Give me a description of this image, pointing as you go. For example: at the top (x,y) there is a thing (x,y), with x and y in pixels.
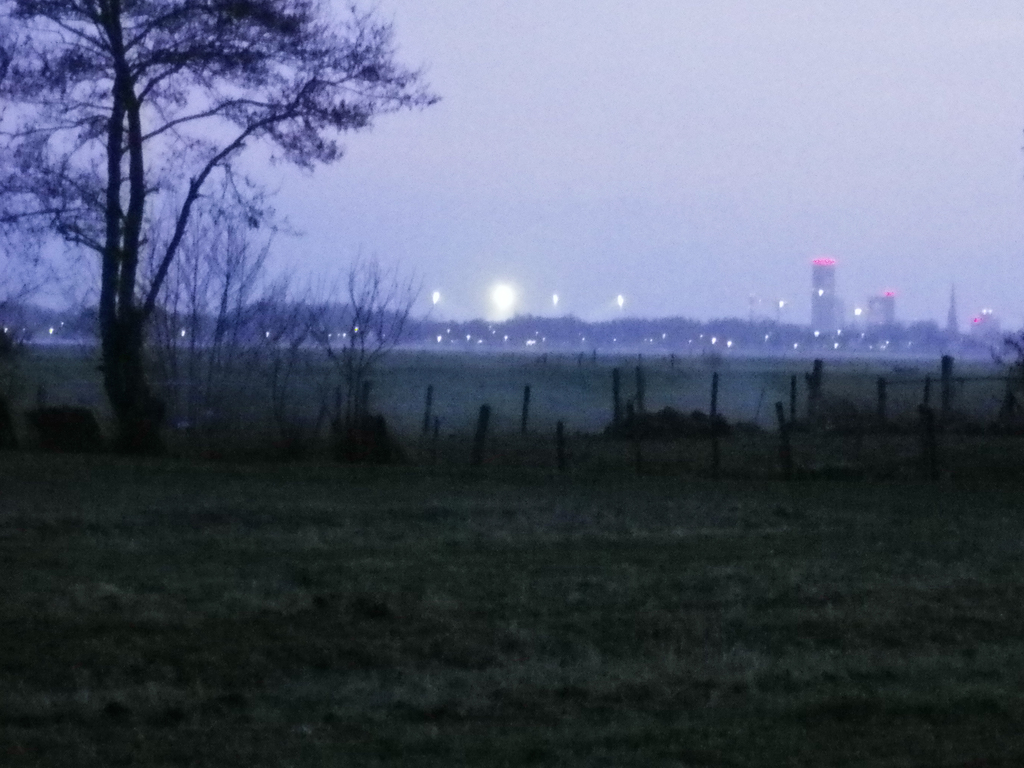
In Front (577,644) portion of the picture we can see a dry land area (576,659). On the background of the picture (827,296) we can see buildings (824,309). This is light (502,303). The background (502,317) portion of the picture is very blurry. Here we can see a tree (136,356). There are the bare trees (295,389). There are called as wooden poles (480,444).
